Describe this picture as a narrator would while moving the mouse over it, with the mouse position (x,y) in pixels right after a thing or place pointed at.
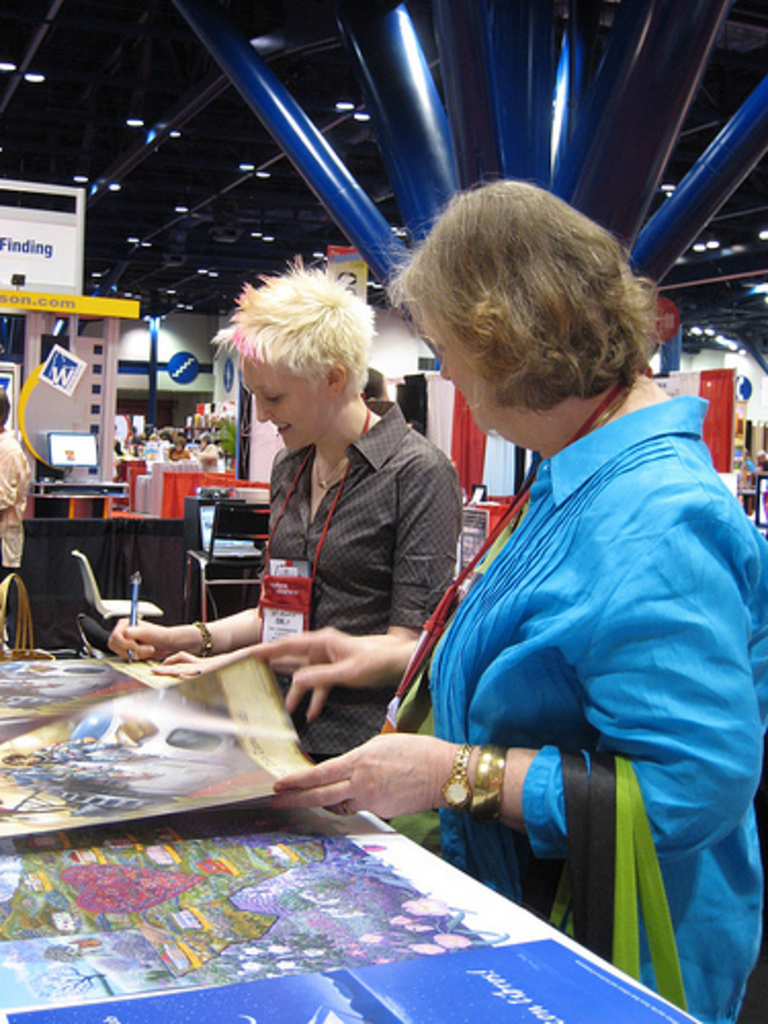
In this image there is a table (262,837), on that table (197,867) there are books (236,918), near the table (330,917) there are two women (457,580) standing, in the background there are chairs (190,551) and tables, at the top (195,190) there is a ceiling (209,116) and lights (136,125).
